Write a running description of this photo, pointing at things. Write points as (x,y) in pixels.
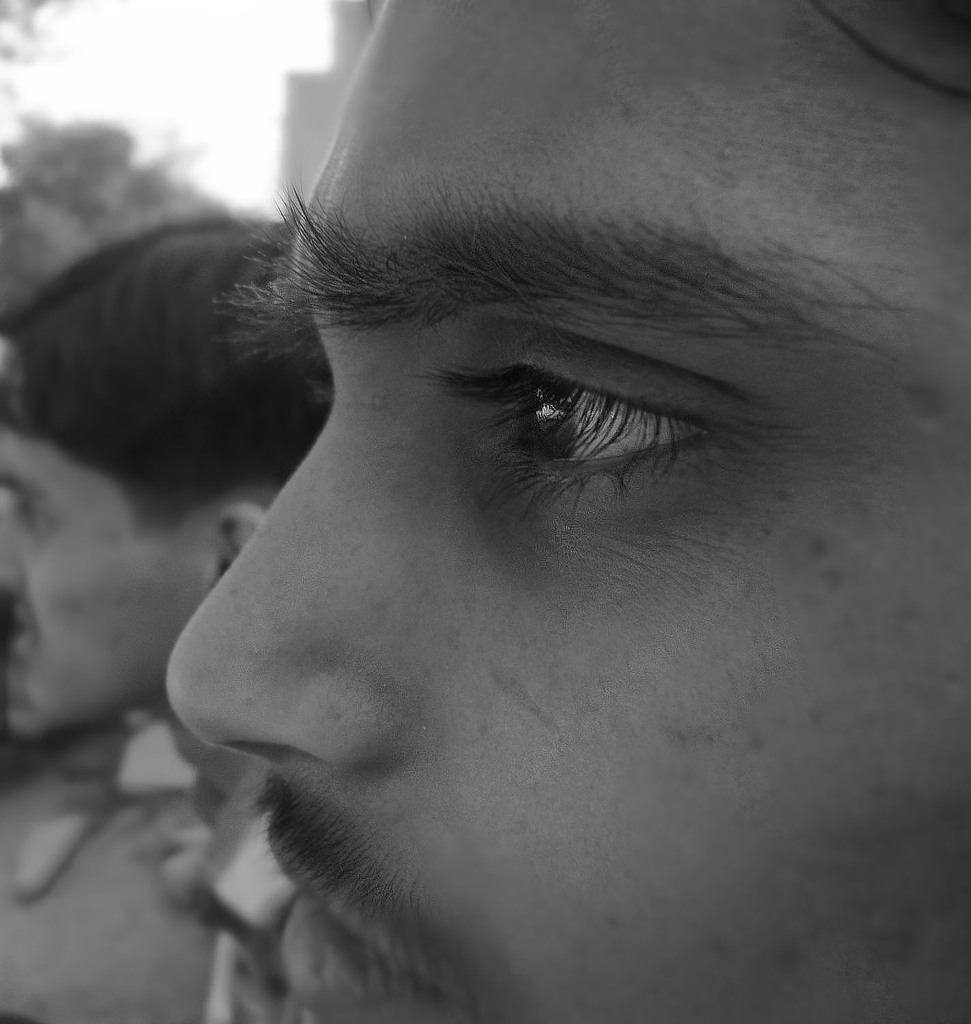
This image is a black and white image. This image is taken outdoors. At the top left of the image (133,70) there is the sky (172,96) and there is a tree (90,203). On the left side of the image (125,498) there is a man (96,598). On the right side of the image (709,390) there is a face (357,878) of a man (668,772).
